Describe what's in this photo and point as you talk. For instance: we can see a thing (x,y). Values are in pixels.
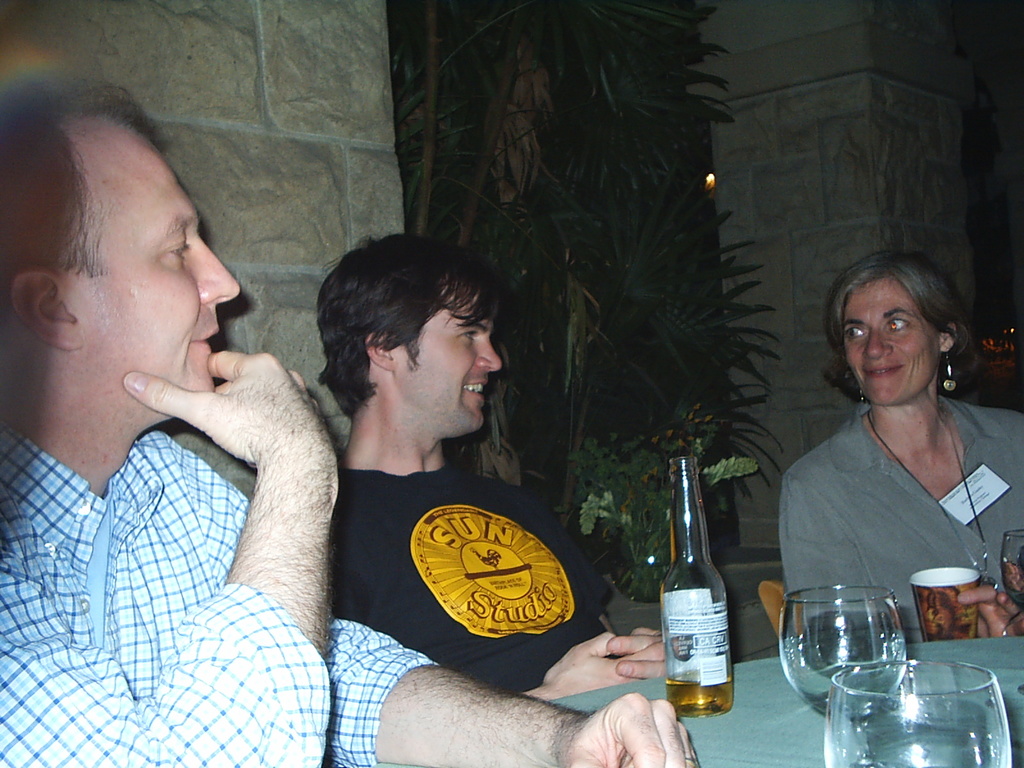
In this picture there are three people (270,483) sitting on the chairs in front of the table (948,646) on which there are some glasses (805,653) and bottles (689,645).
